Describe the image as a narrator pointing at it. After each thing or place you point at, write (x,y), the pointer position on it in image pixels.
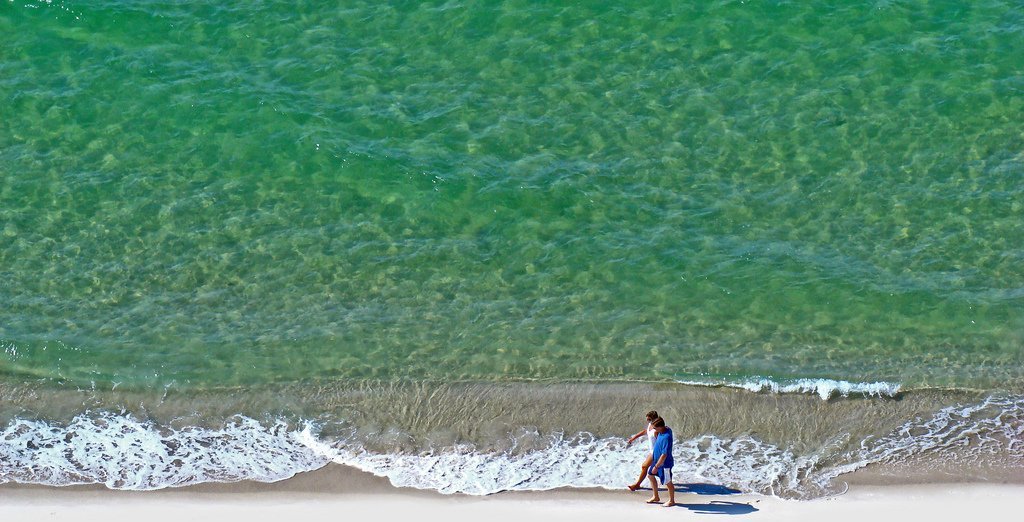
In this image we can see two people (649,479) walking and there is a sea (566,155). At the bottom (250,505) there is a seashore (572,515).
